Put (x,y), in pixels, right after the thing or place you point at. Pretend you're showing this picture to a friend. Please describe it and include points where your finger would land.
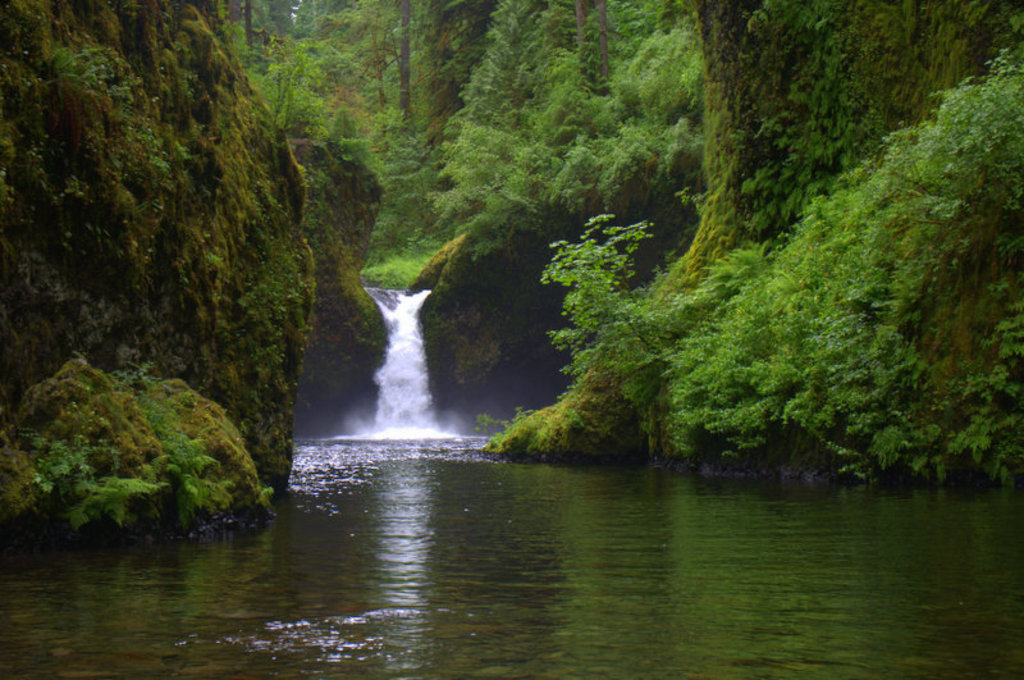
In this image, we can see some trees (507,141) and hills (279,180). There is a waterfall (409,331) in the middle of the image (412,375).
